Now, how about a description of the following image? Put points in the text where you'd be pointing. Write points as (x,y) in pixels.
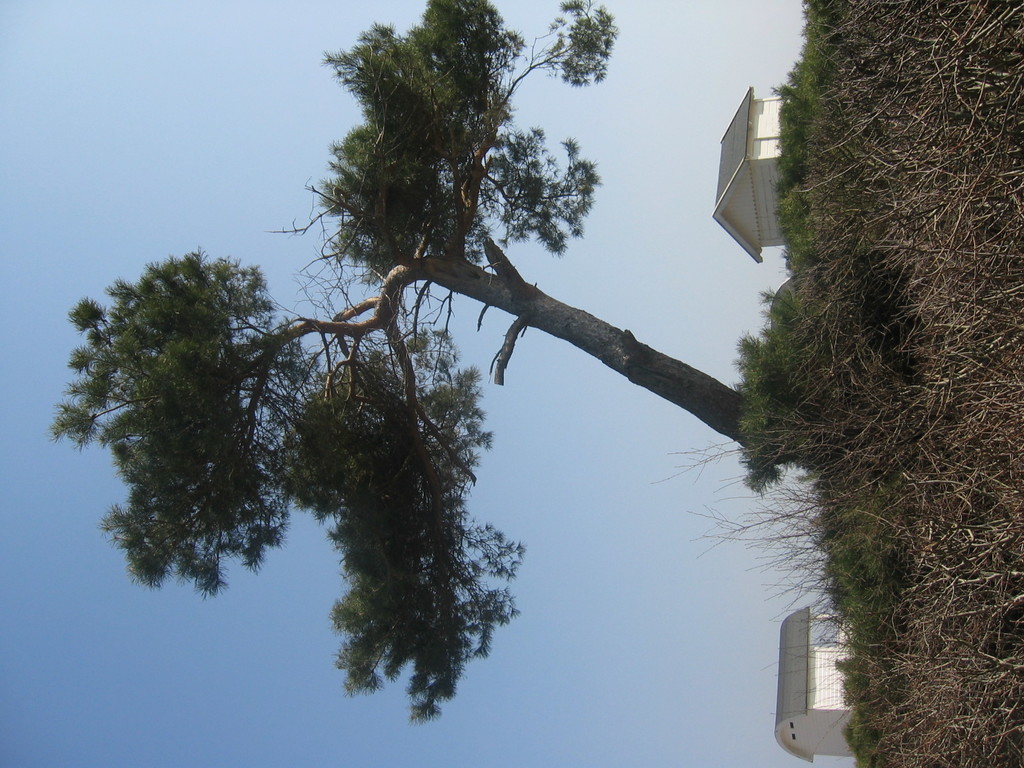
Here we can see houses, plants (802,431), and tree (415,315). In the background (700,571) there is sky (715,571).
